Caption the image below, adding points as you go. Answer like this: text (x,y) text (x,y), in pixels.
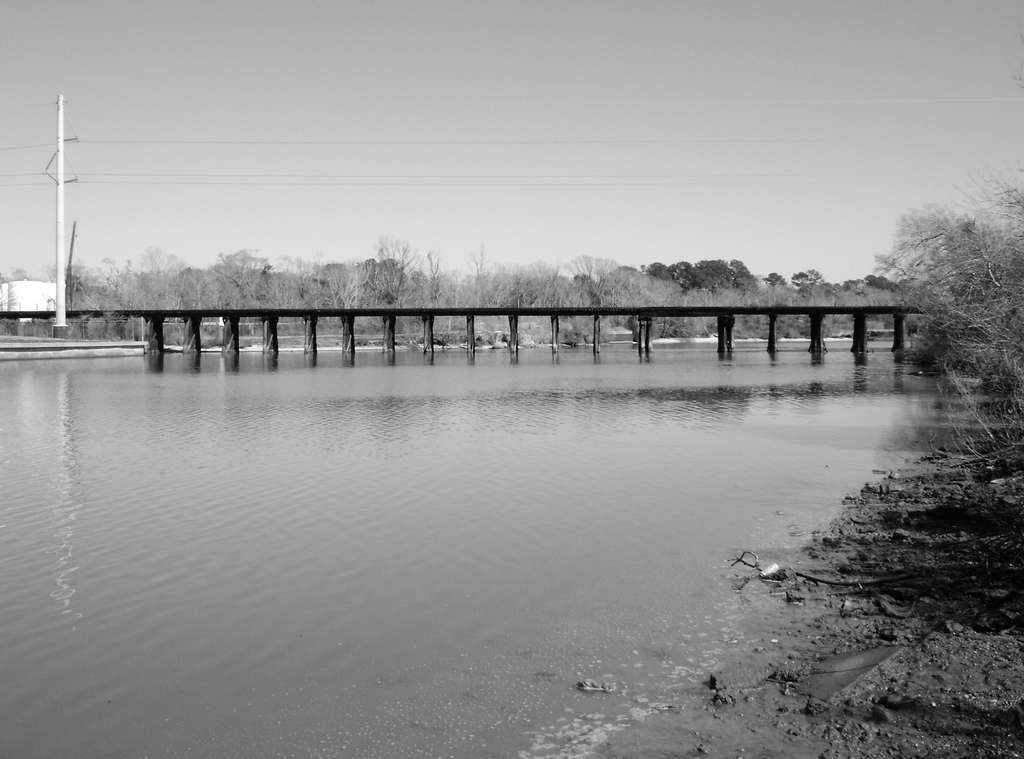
In this image in the center (446,460) there is water (519,494). On the right side (1009,360) there are trees (999,436) and in the background (360,315) there is a bridge (396,311) and there are trees (200,276). There is a pole (59,182) and a wire (84,182) attached to the pole (62,223) and the sky (424,90) is clear.
